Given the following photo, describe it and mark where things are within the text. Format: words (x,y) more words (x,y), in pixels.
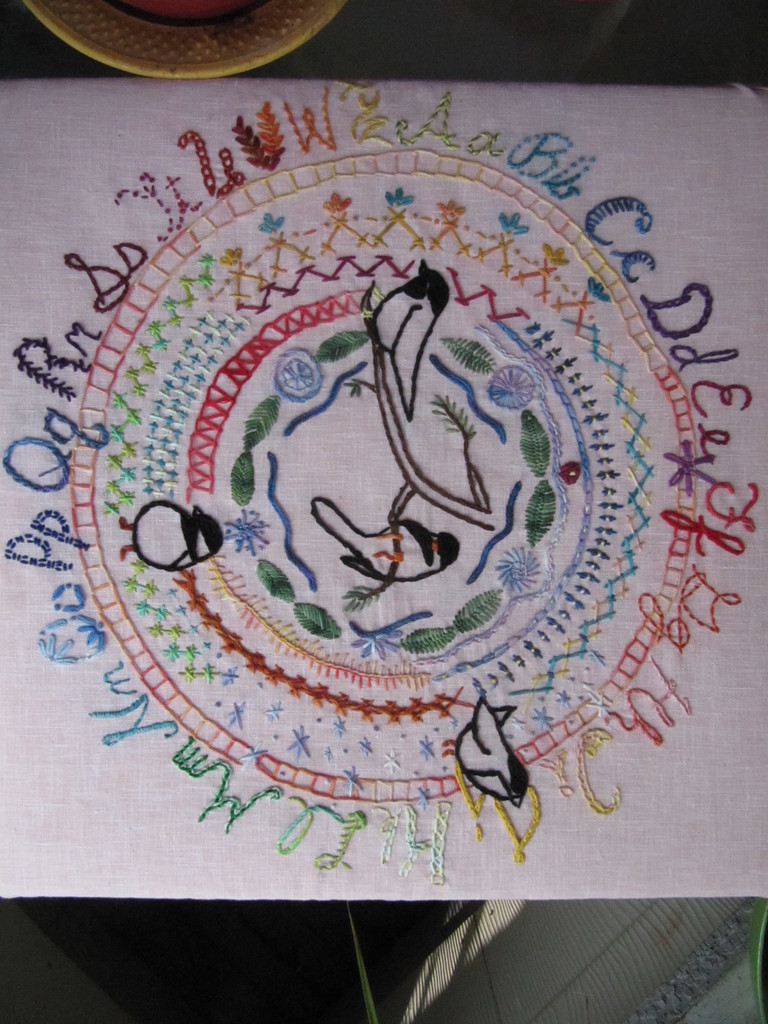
In this picture, we see a white cloth (461,822) containing embroidery design (364,244). Beside that, we see a small bowl (224,41).
